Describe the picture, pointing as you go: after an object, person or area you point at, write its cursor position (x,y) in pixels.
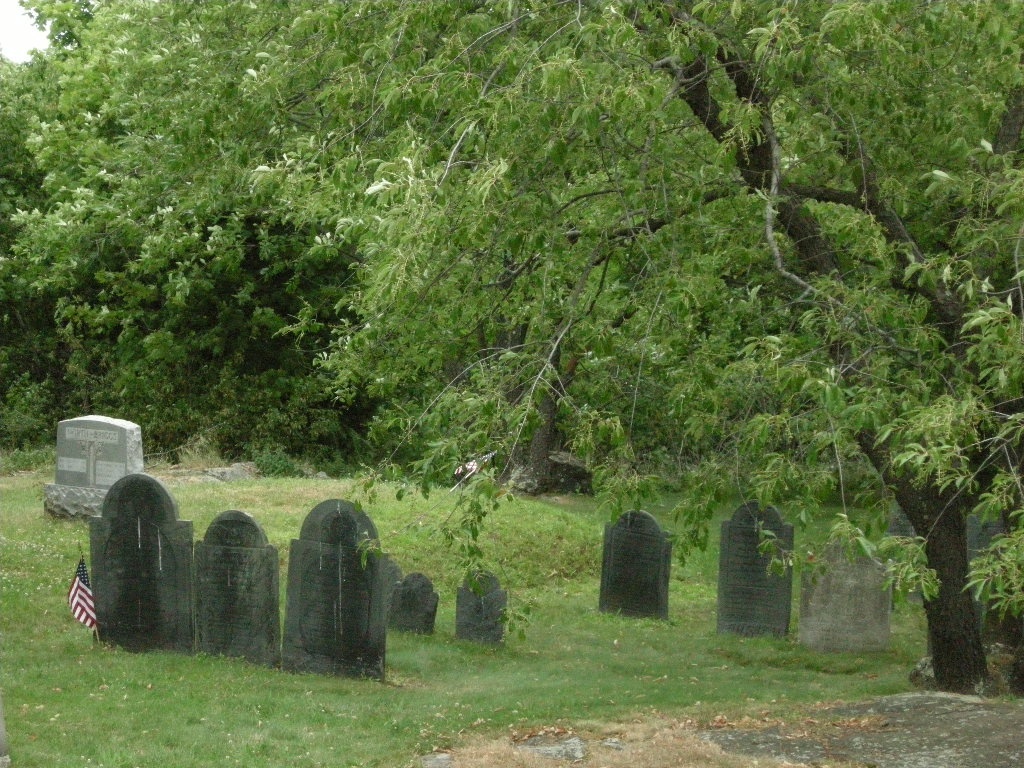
This picture shows few trees (682,381) and we see few gravestones (253,566) and a flag (78,615) and we see grass (612,670) on the ground (617,726).
